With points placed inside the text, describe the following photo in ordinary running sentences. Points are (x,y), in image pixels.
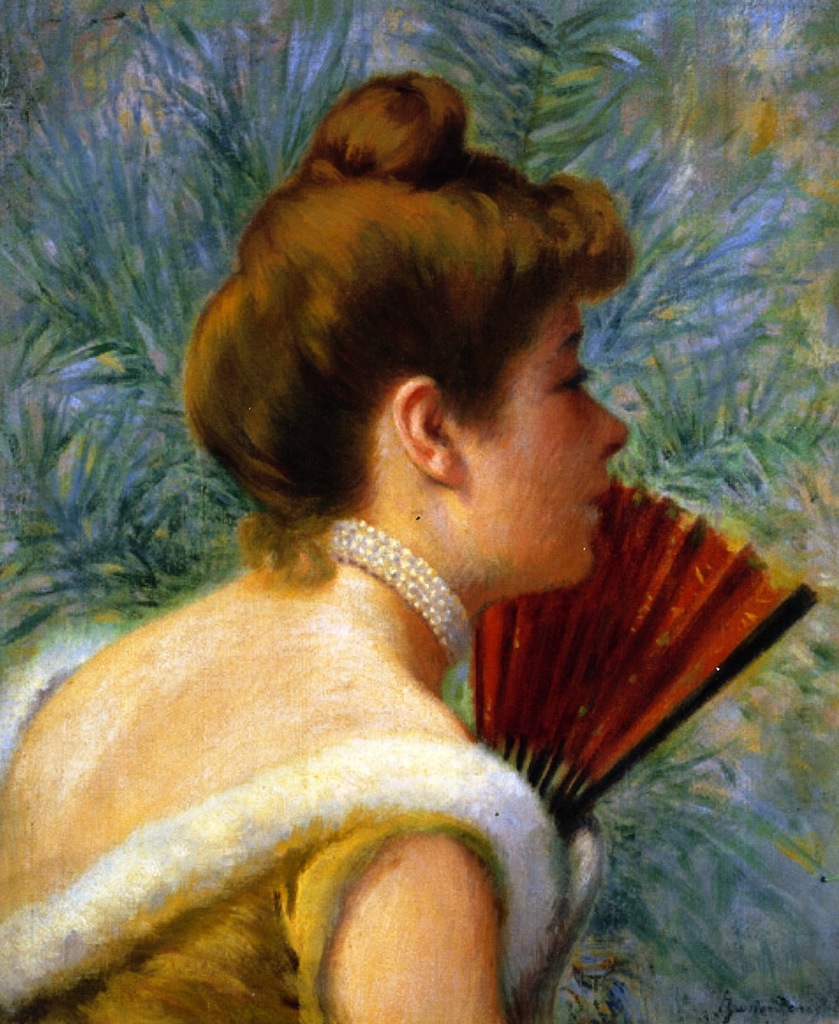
This is a painting (495,728). There is a painting (417,678) of a woman (420,462) holding the object (689,591). At the back (157,214) it looks like a plant (773,446).
